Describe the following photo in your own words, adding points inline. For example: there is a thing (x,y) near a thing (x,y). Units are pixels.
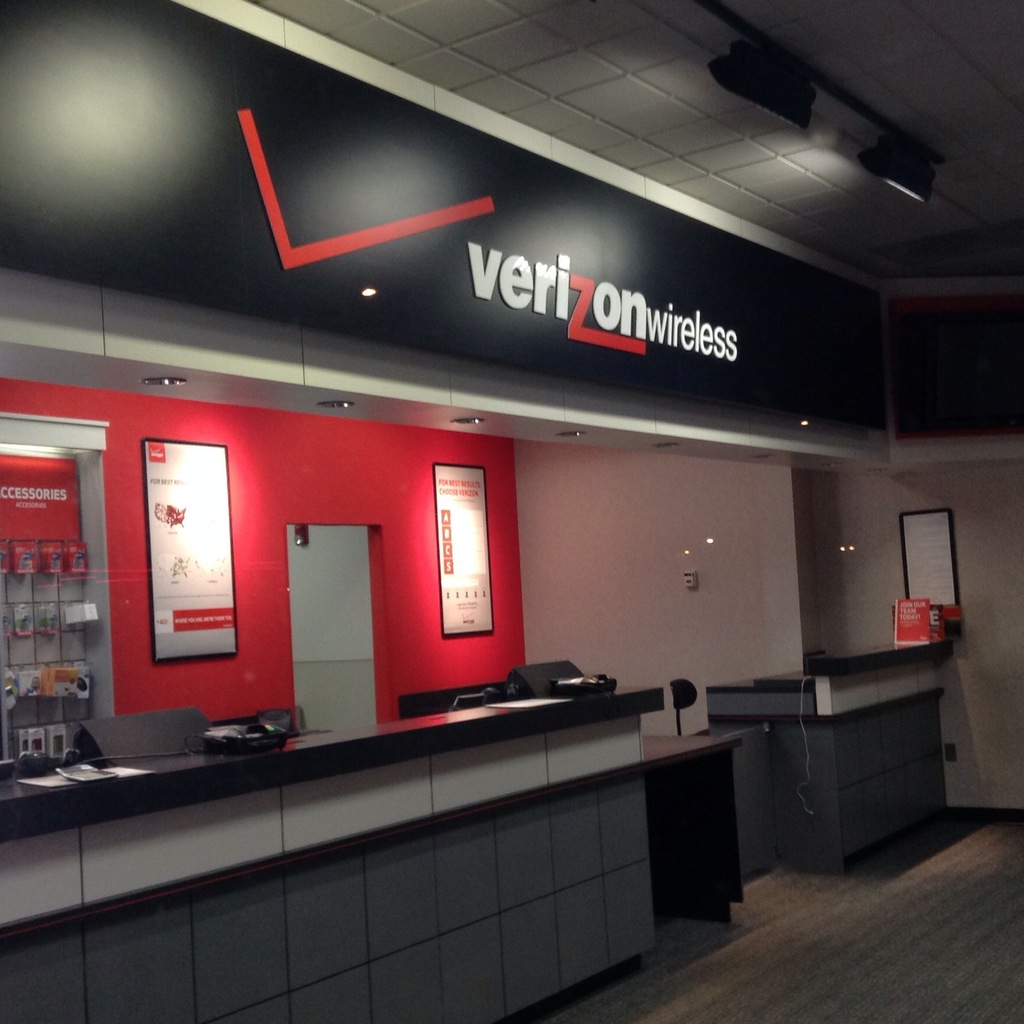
In this picture, we see a table (235,829) on which papers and landline phones (245,743) are placed. Beside that, we see the chairs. Beside that, we see a wall (261,709) in white and red color. We see some posters (179,469) are posted on the wall (322,471). Beside that, we see many objects (55,684) and a board (55,517) in red color is placed on the wall (135,679). At the top (248,184), we see the board (572,261) in black color with some text (726,337) written on it. On the right side (904,643), we see a table (922,688) on which red color object (900,629) is placed. Beside that, we see the photo frame (948,553) is placed on the wall (863,548). At the top (827,122), we see the ceiling (782,140) of the room (720,119).
